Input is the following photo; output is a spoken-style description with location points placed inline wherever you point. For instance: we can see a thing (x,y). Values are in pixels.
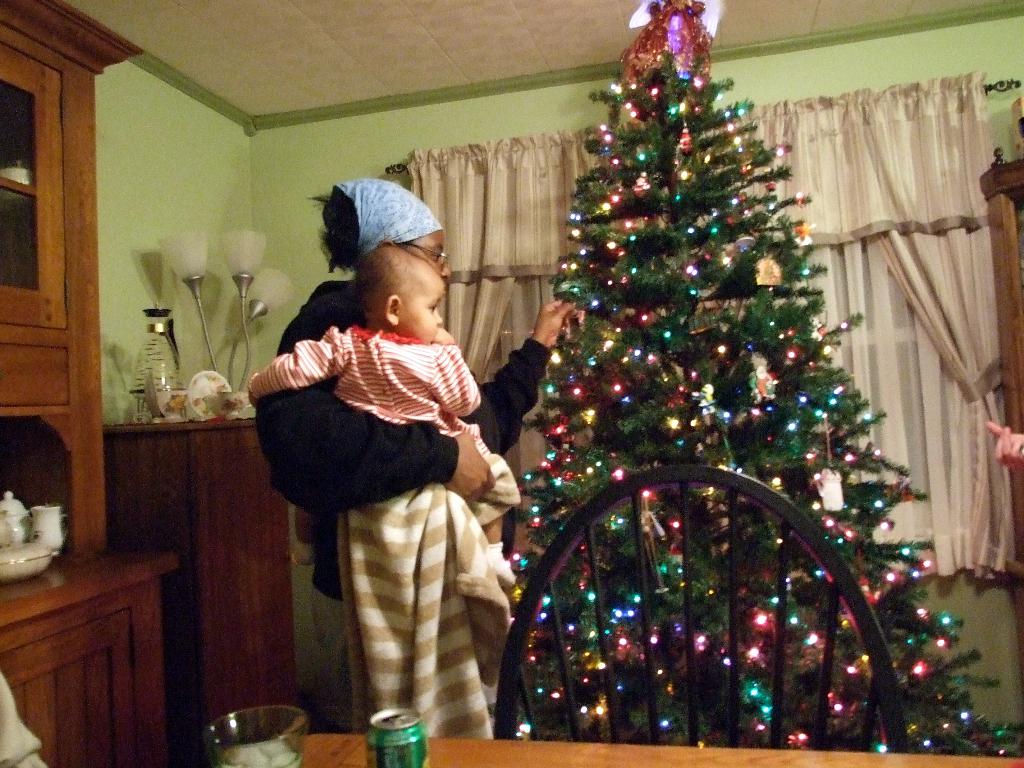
This is an inside view of a room (763,252). On the right side (715,383), I can see a Christmas tree (643,383). Beside this a woman (306,429) is standing, holding a baby (389,372) in the hand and looking at the Christmas tree (634,334). At the bottom of the image (528,757) there is a table (482,758) on which I can see a glass (298,730) and a can (399,738). Beside the table (559,745) there is a chair (733,653). On the left side (108,516), I can see a cupboard (64,559) and a table (212,583) on which few objects (175,346) are placed. In the background (345,139) there is a wall (406,128) along with the curtain (508,235) which is hanging to a metal rod (398,167).
